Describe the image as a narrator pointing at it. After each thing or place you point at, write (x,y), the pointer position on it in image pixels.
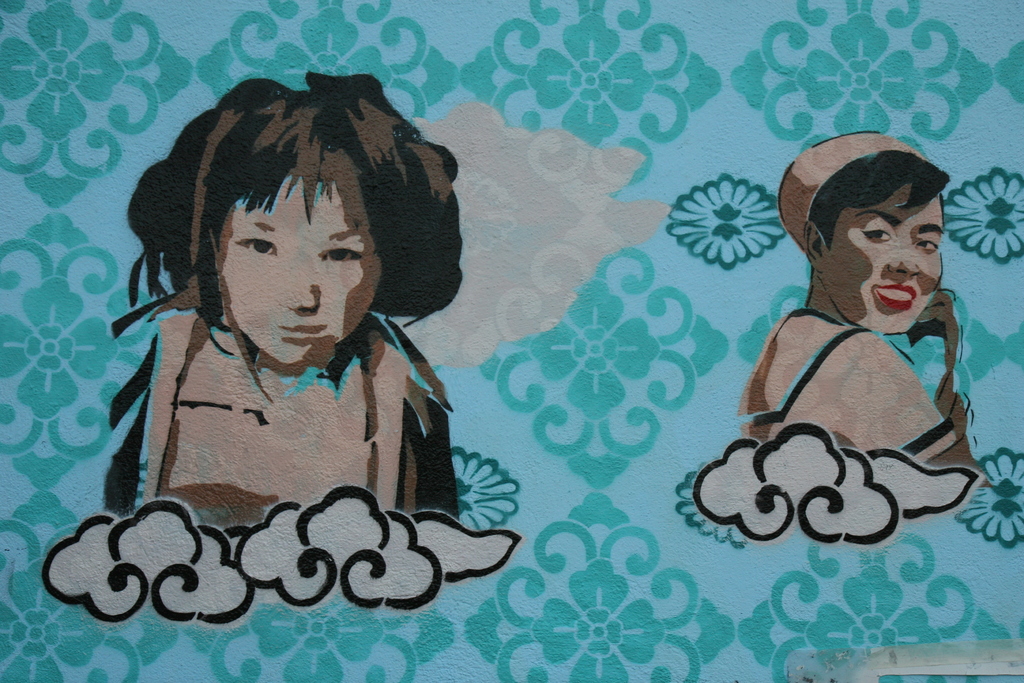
On the left side (290,189), there is a painting (357,235) of a child (375,227) on the wall (971,260). On the right side (838,165), there is a painting (840,190) of a woman (943,209) on the wall (860,511). There are designs (772,466) on the wall (793,56). And the background (179,29) is blue in color.
